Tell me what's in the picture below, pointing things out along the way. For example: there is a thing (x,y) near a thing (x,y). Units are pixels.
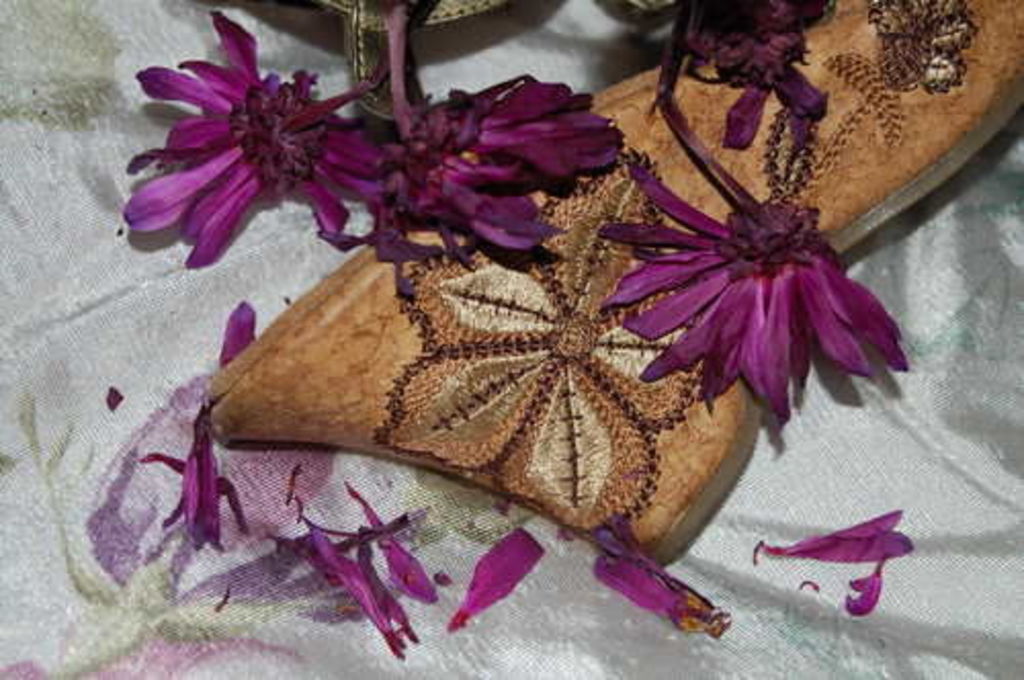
In this image I can see the flowers (322,197) which are in purple color. And there is a brown color footwear (497,420) on the white color cloth (26,536).
